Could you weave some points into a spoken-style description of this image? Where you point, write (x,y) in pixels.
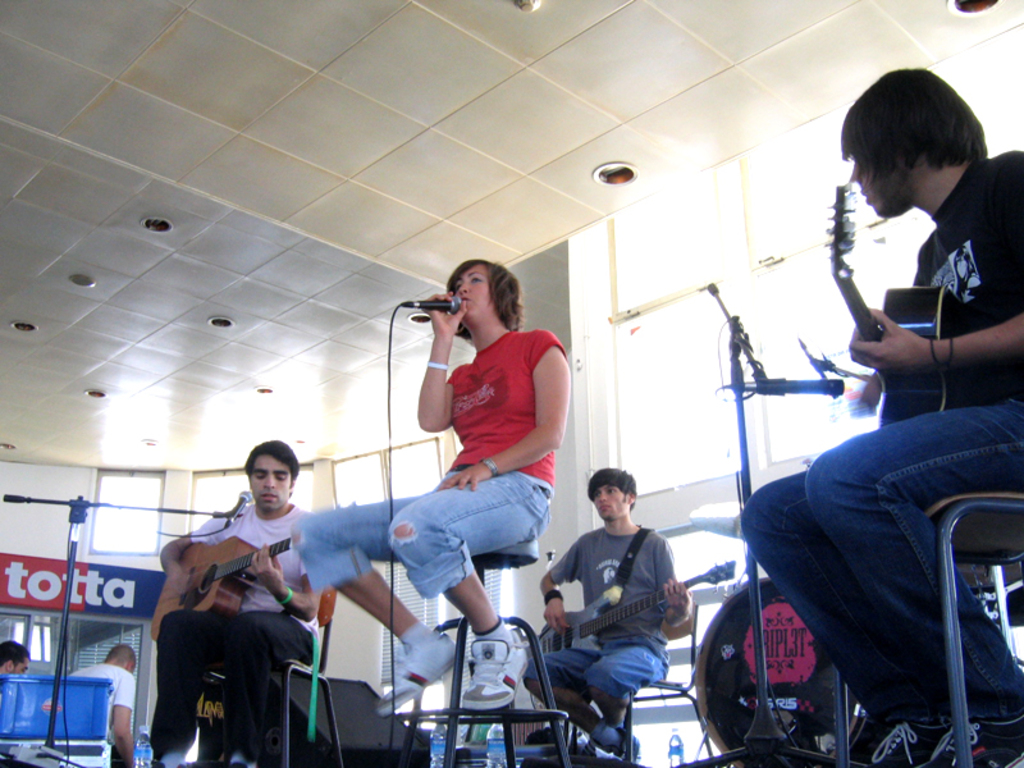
It is a music concert some people (650,573) are sitting on the chairs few of them are holding guitars (917,409) all of them are men (162,552) except only one woman (454,498) the woman (467,531) is singing a song the other men (652,636) are playing the guitar (218,568), in the background (635,280) there is a window (633,292).
